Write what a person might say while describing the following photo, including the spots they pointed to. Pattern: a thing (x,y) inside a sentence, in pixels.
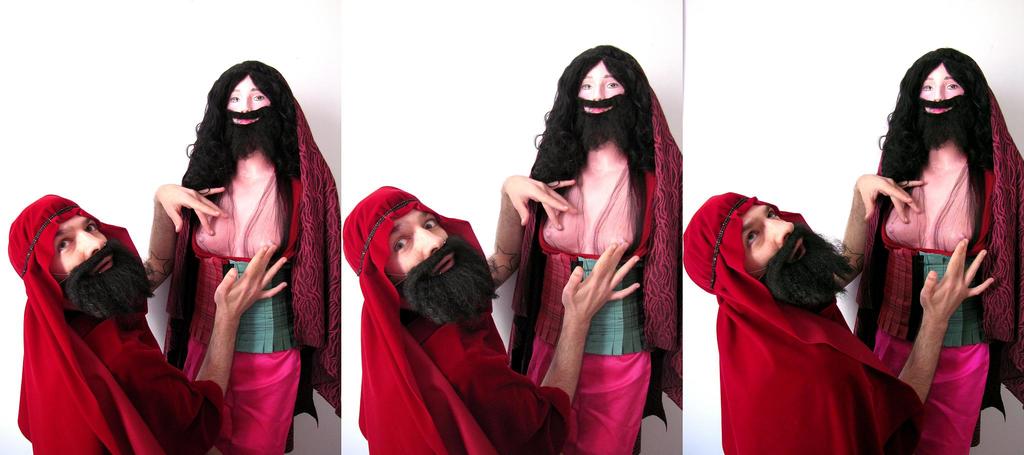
This is a photo collage, we can see a person (411,330) standing and touching the statue (202,328), we can see the white background (131,27) in the photos.
